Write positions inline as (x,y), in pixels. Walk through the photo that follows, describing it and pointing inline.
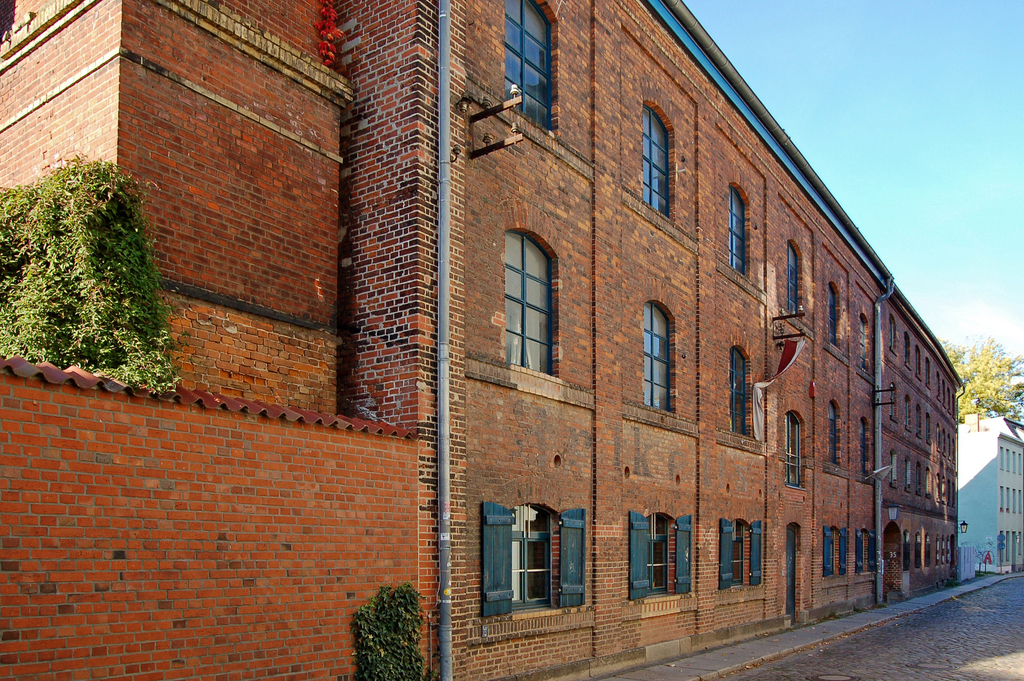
This is a building (543,224) with the windows (542,113). I can see a cloth (786,349) hanging to a pole (802,317). I think these are the pipelines (880,302), which are attached to the building wall (430,511). I can see the trees (38,232). On the right side of the image (980,471), I can see another building (995,536). This is the sky (901,153). It looks like a pathway (935,639). I can see a lamp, which is attached to the building wall (953,527).
